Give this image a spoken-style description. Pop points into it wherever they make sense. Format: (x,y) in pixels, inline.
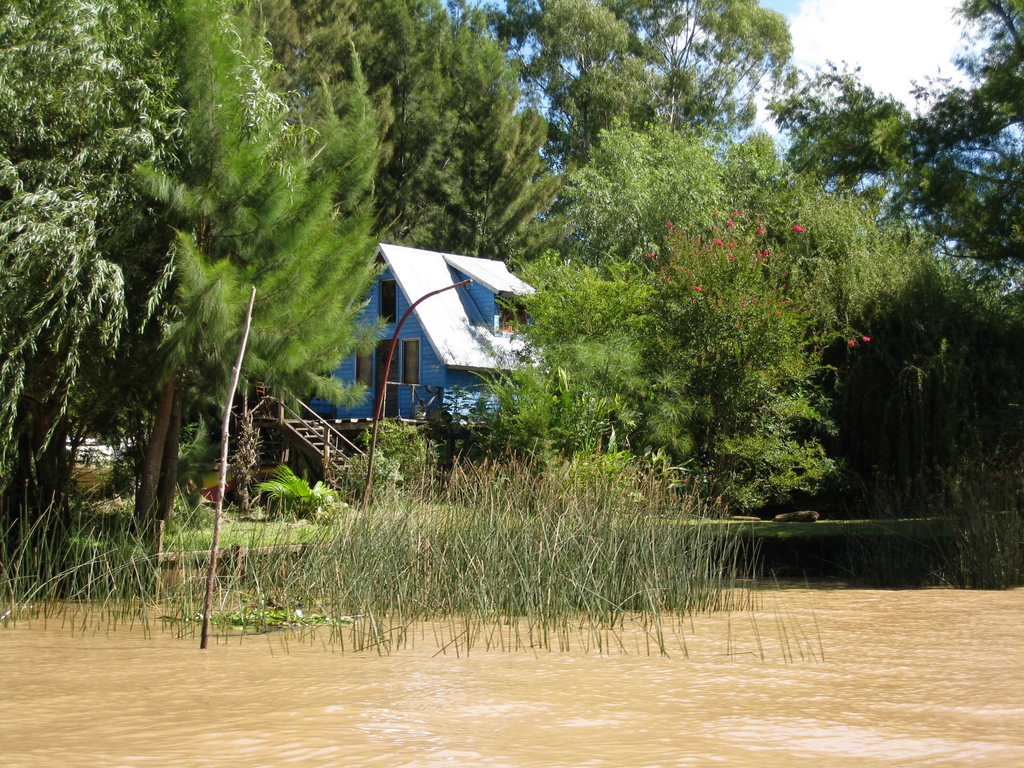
In this picture I see the water (787,635) in front (712,641) on which there is grass (626,546) and in the background (2,252) I see number of trees (633,160) and I see a house (454,346) and I see the sky (868,11) and I can also see a stick (224,418) in the middle of this image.
